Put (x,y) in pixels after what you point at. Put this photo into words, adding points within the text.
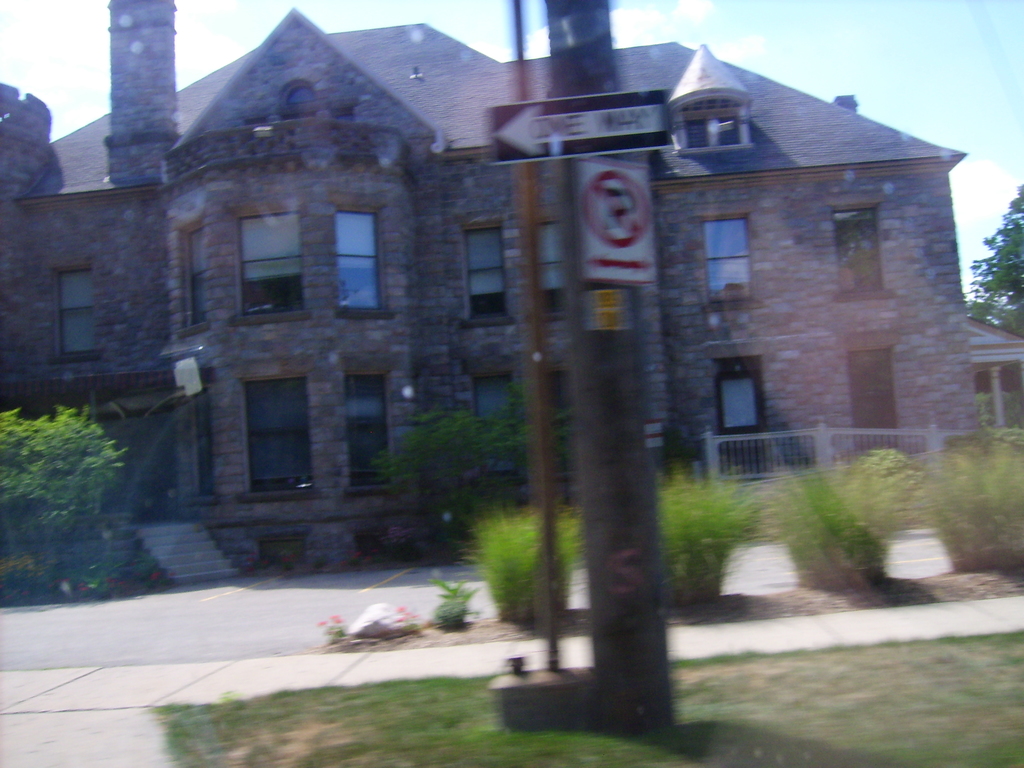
In this image we can see a house (359,475), road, grass (178,743), poles (626,515), boards (613,324), plants (1003,508), and branches (1018,281). In the background (372,20) there is sky (979,81) with clouds (634,37).
